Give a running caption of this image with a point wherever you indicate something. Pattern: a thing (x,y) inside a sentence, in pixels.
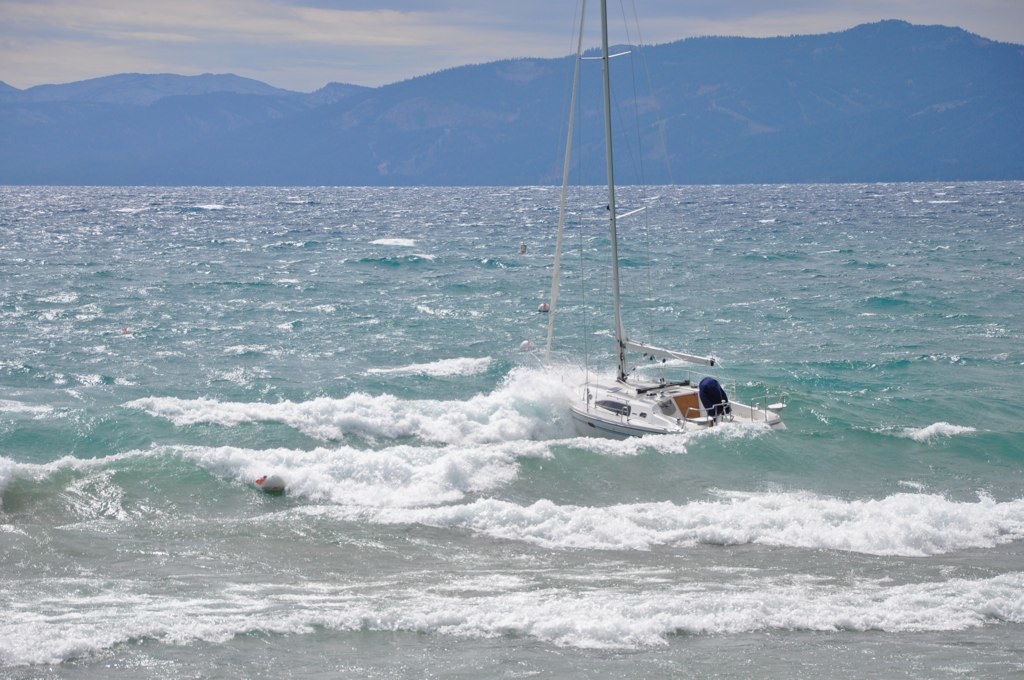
In this image I can see a boat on the water (513,523). Back side I can see a mountains (611,89). The sky (212,55) is in blue and white color.
